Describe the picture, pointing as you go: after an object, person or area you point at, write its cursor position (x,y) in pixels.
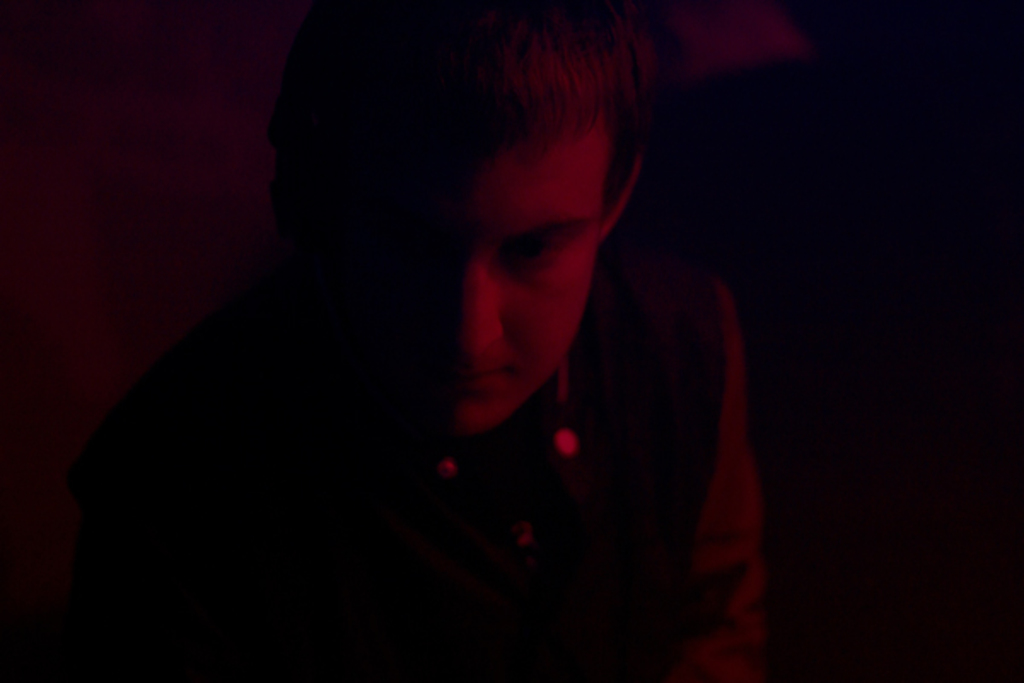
In this image in the foreground (545,237) there is one person (554,294), and in the background (701,134) there is a wall (736,125) and some objects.
